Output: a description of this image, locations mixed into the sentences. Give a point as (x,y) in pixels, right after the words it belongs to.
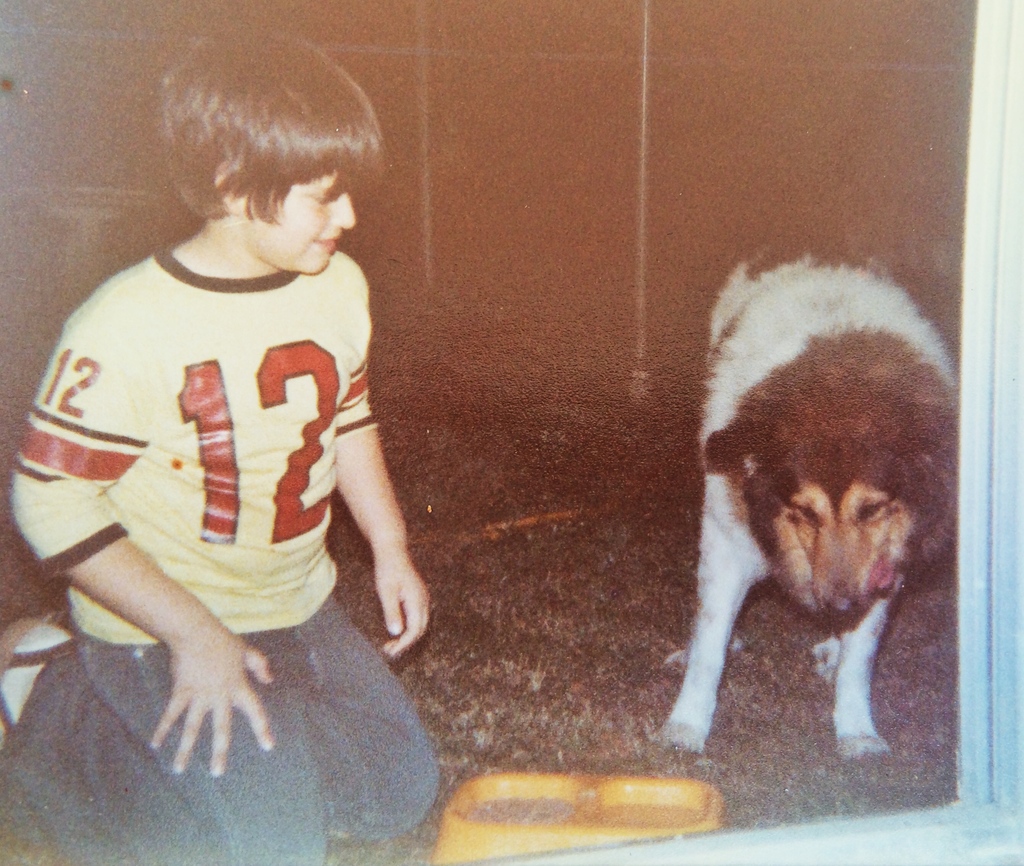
In this image we can see a boy (274,311) is sitting, and smiling, he is wearing the yellow t-shirt (204,291), beside here is the dog (879,458) on the ground (632,570), in front (652,788) there is the plate (686,830).
